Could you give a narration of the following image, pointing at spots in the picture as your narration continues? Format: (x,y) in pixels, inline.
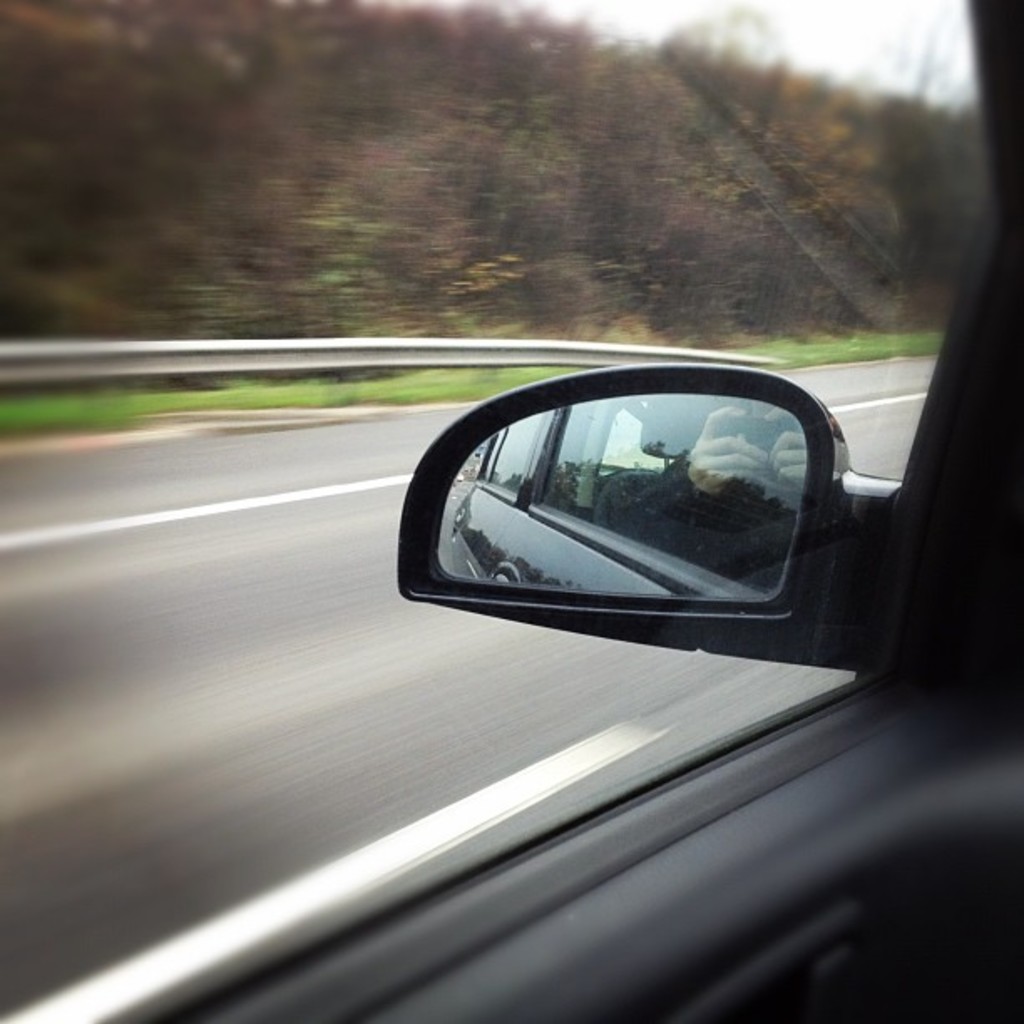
On the right side of the image (779,568) we can see a side mirror (659,559) of a vehicle (659,559). In the mirror (692,564), we can see the reflection (598,552) of a person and a vehicle (585,516). In the background (598,262), we can see plants (805,180), grass (492,372), road (418,433) and a steel beam (152,362).
